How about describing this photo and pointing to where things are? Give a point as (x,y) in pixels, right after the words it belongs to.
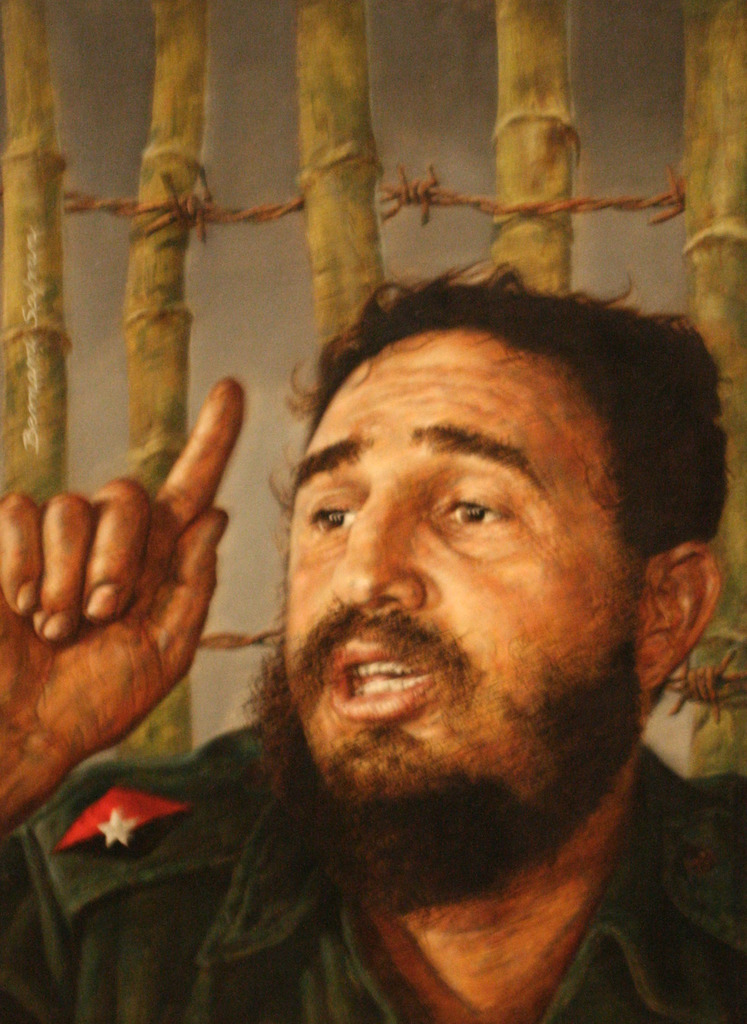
In this picture we can see the painting (517,774) of a man (451,343) in green dress (188,912) and he is showing his hand (65,762) and looking at someone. In the background (23,446), we can see the poles (158,3) and twisted wires (627,211).
